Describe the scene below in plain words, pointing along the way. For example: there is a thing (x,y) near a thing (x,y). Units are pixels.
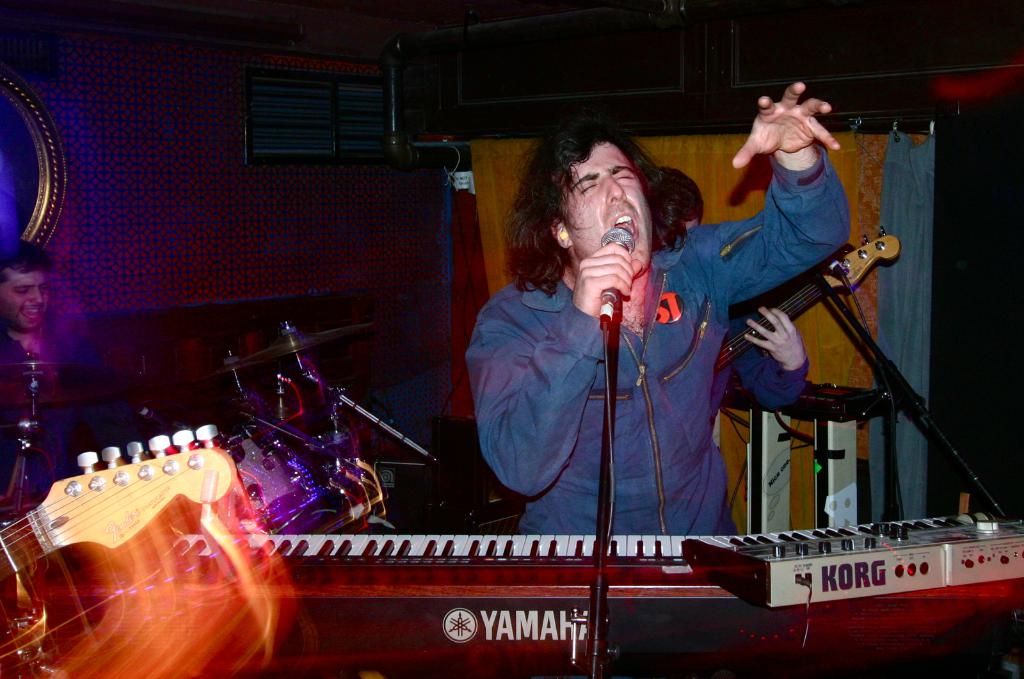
In this image there is a man (641,377) singing. He is holding a microphone (626,244) in his hand (610,272). In front of him there are musical keyboards (862,611). There is text (544,624) on the keyboards (526,624). Behind the man (681,283) there is another person (765,342) standing. He is playing guitar (777,305). In the background (915,163) there are curtains (895,163) to a rod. To the left (38,338) there is another person (47,361). There are many musical instruments (139,511) in the image.
